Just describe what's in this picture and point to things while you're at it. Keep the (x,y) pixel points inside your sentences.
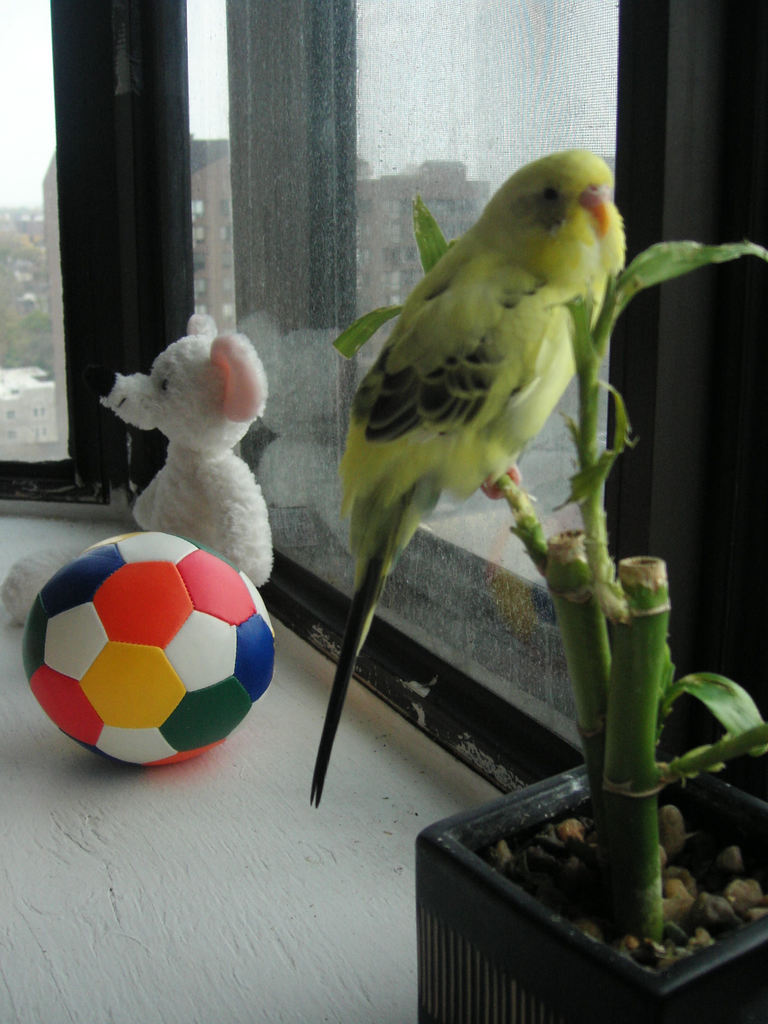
In this image we can see there is a parrot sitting in the stem (569,641) of the plant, behind that there is a ball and toy mouse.
